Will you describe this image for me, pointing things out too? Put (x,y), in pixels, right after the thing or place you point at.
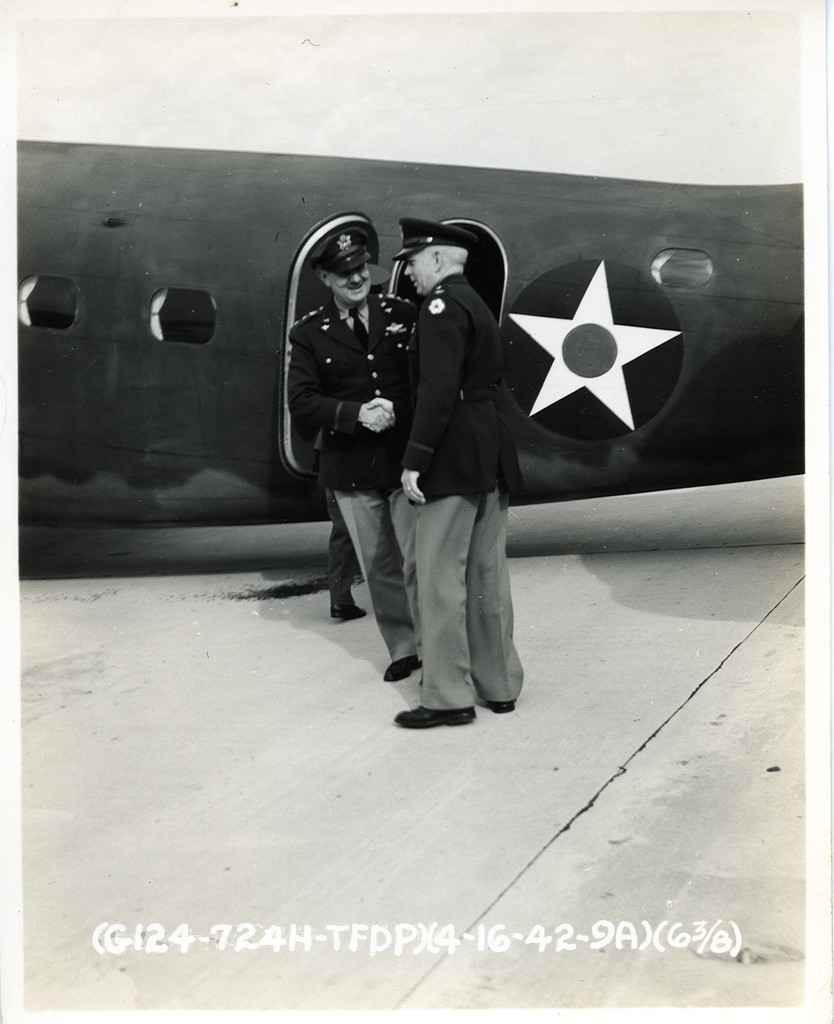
In this image, we can see an aircraft (300,446), there are two men (404,498) standing. At the bottom (100,926) we can see some text (730,949).
